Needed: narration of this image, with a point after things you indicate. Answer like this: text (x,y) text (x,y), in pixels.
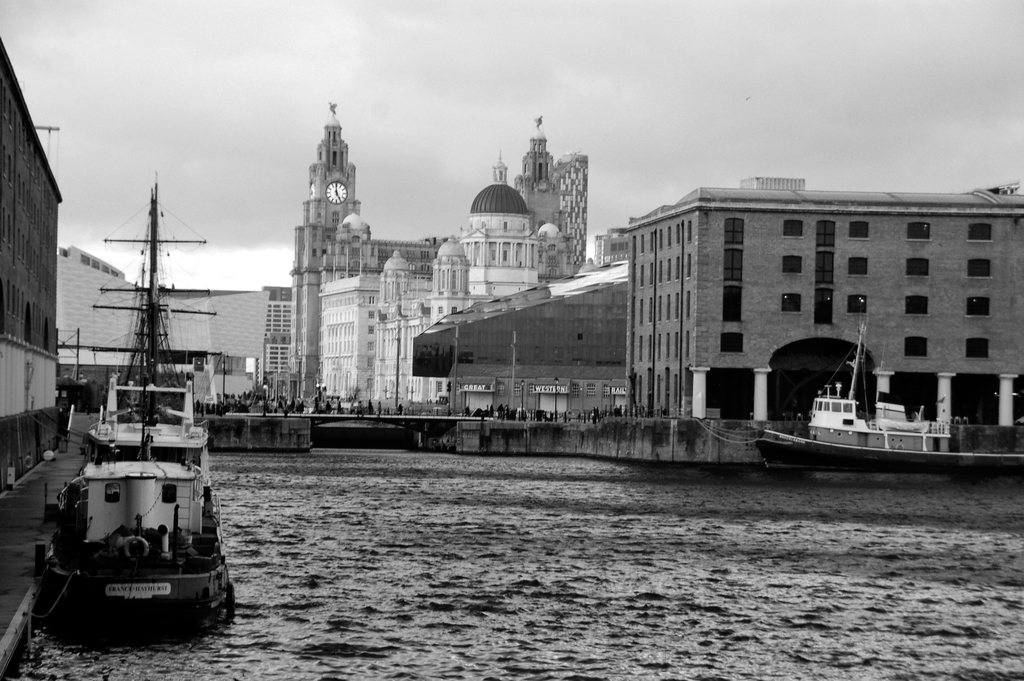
In this image in the front (641,557) there is water (684,602) and on the left side (135,506) there is a ship (147,529) on the water (231,562). In the background (903,440) there is a ship (915,445) on the water (657,462) and there are buildings (369,345), persons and there is a clock tower (351,178) and the sky (382,65) is cloudy. On the left side (35,300) there is a building (34,330).
